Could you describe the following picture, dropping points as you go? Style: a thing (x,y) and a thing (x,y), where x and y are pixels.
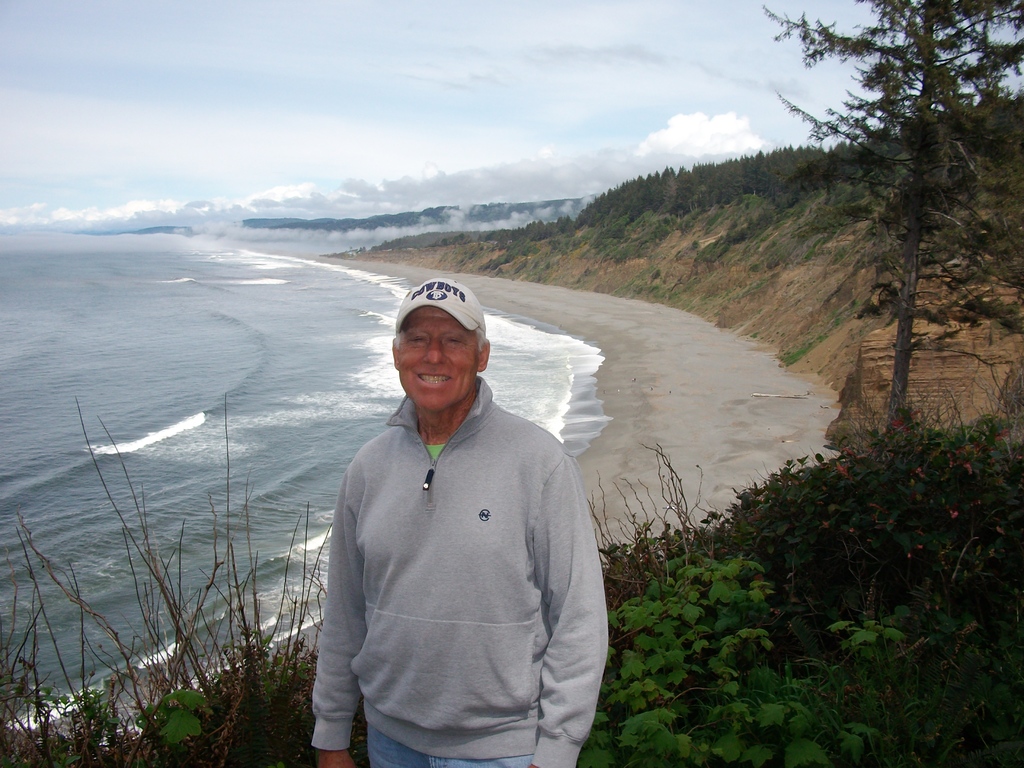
In this image we can see a man (413,530) is standing. He is wearing grey color hoodie (484,585) with white cap (446,309). Behind him an ocean (143,407) is there. Right side of the image (789,556) plants (874,546) and trees (895,213) are present. The sky (262,109) is in blue color with clouds (740,126).
